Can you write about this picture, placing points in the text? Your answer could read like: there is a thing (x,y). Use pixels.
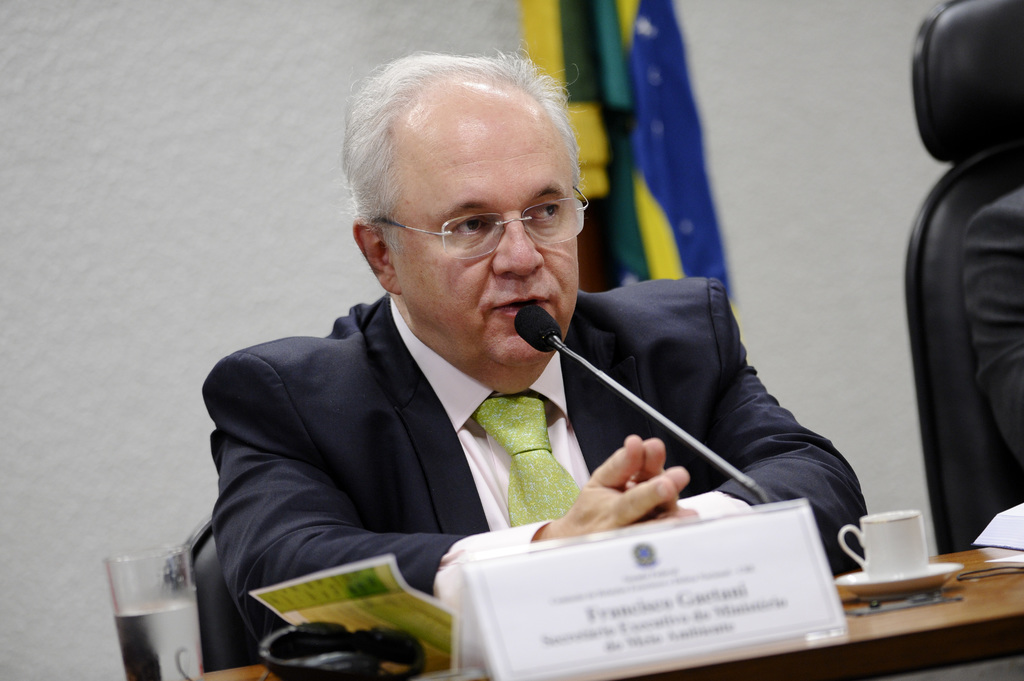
This person (514,134) sitting and talking. On the background (105,206) we can see wall (241,162), flag (638,111). This is table (928,617). On the table (966,550) we can see cup (869,561), saucer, name board (726,568), microphone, paper (378,577), glass (155,605) with water (160,617). This is chair (933,288).
